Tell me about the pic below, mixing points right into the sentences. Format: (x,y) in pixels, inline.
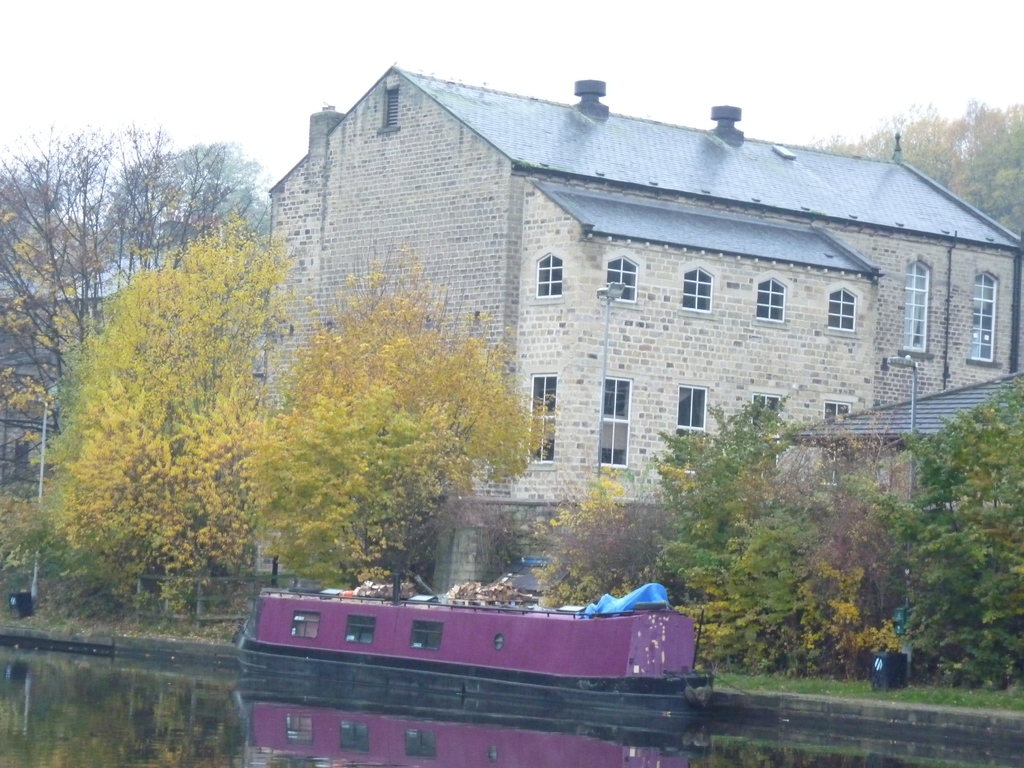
There is a pink color boat (612,635) on the water (316,681) on which there is a mirror image (567,765) of it. In the background (443,427), there are trees (310,479), plants (877,554) and grass (965,697) on the ground (1013,697), there are buildings (738,368) having glass windows (980,281) and roofs (644,163) and there is sky (141,73).
